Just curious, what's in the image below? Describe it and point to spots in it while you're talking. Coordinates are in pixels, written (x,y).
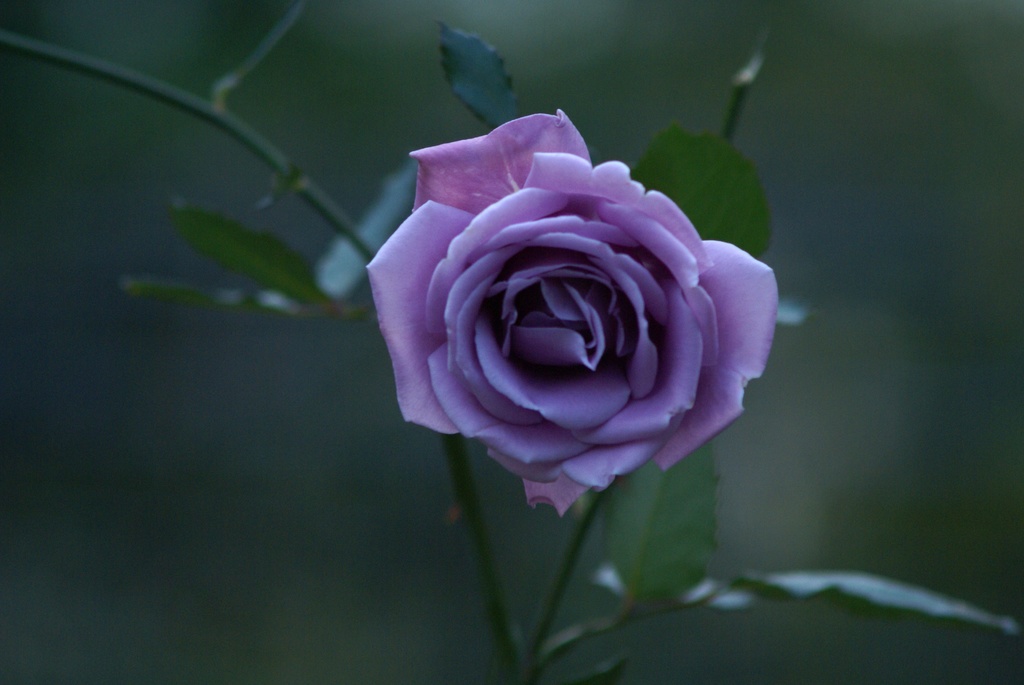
In this picture we can see a flower (630,387) and leaves (657,600) in the front (645,348), there is a blurry background (863,242).
